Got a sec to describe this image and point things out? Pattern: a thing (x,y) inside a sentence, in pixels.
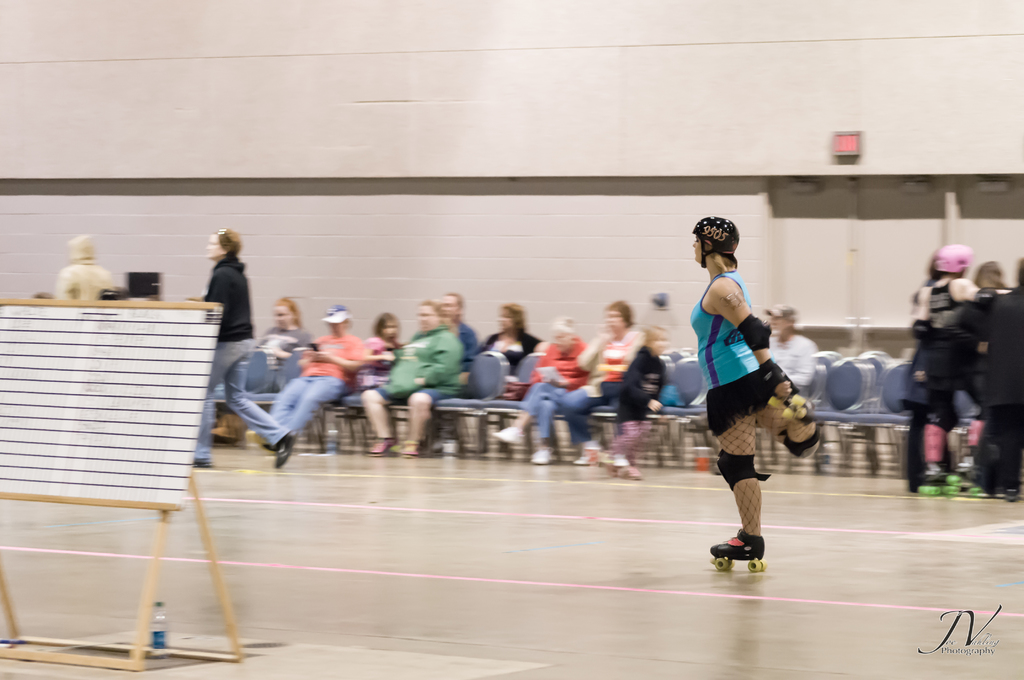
This image is taken indoors. At the bottom of the image (522,584) there is a floor (489,583). In the background (545,171) there is a wall (639,197). In the middle of the image (478,374) a few people (372,386) are sitting on the chairs (519,376) and there are a few empty chairs (827,385). A woman (727,404) is skating on the floor (616,550) with skating shoes (759,552). On the left side of the image (113,419) there is a board (187,394) with a wooden stand (210,560) and two people (229,385) are walking on the floor (677,524). On the right side of the image (951,400) a few people (950,396) are standing on the floor (189,611).
